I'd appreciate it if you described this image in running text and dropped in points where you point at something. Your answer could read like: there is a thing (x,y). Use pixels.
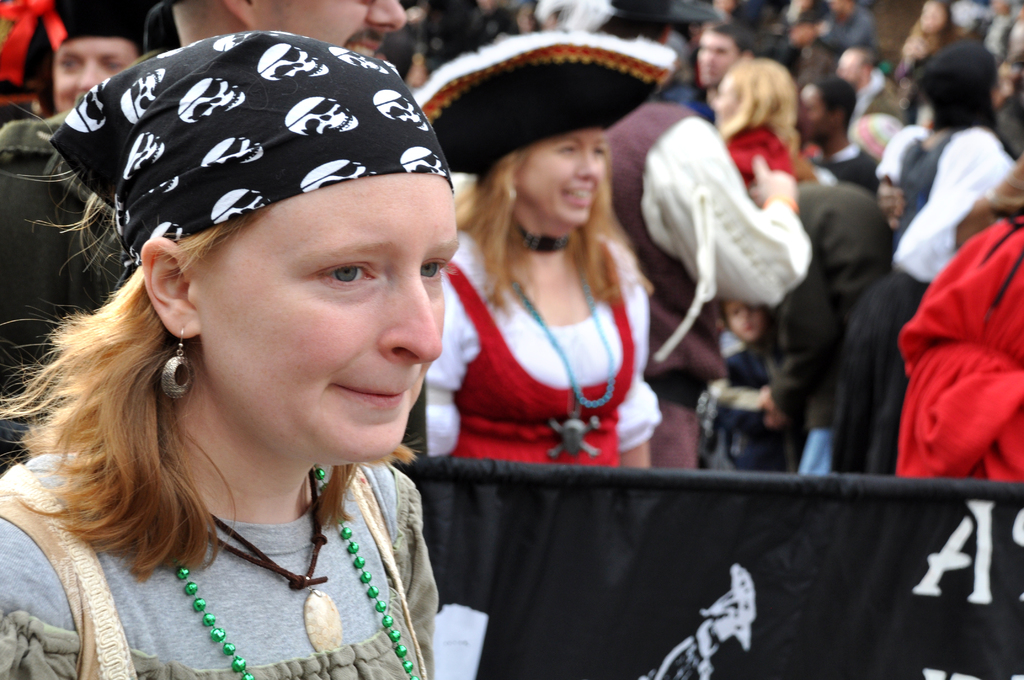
In this picture we can observe a woman (316,319) wearing a t-shirt (167,617). We can observe a black color cloth (208,165) on her head (179,110). In the background (753,78) we can observe some people (65,32). There are men (827,307) and women (575,166). We can observe a black color cloth (720,568) here.
